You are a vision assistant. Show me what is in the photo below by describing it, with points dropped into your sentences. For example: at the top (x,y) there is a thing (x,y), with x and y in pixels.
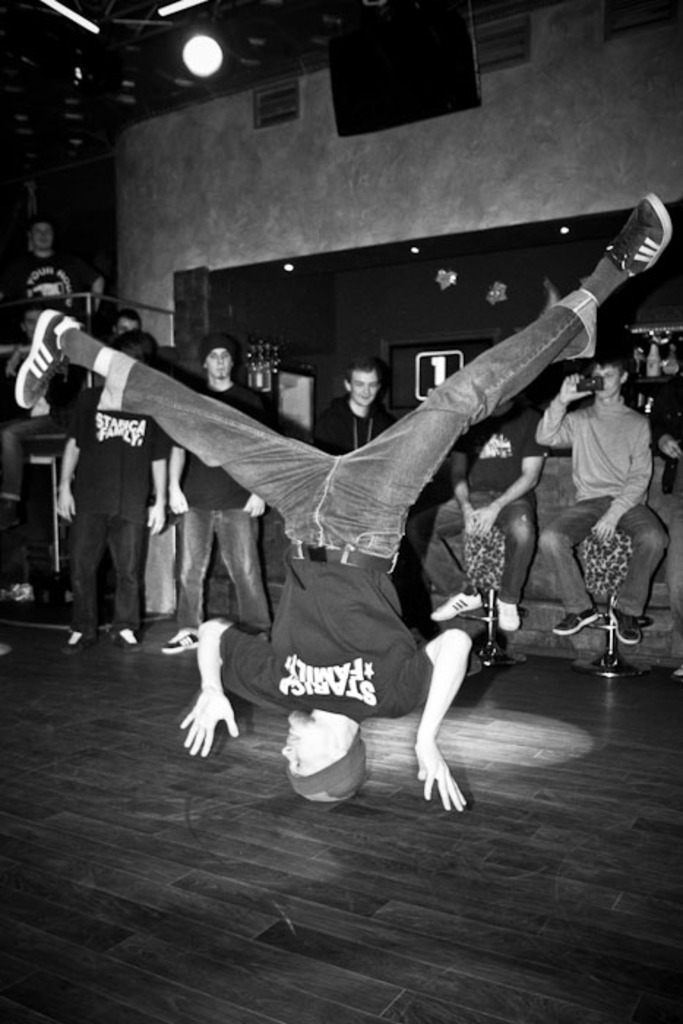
In the image we can see there are many people (618,492) standing and some of them are sitting. This person (306,597) is upside down, this is a wooden floor (356,833), stool (589,589) and light (205,67).
